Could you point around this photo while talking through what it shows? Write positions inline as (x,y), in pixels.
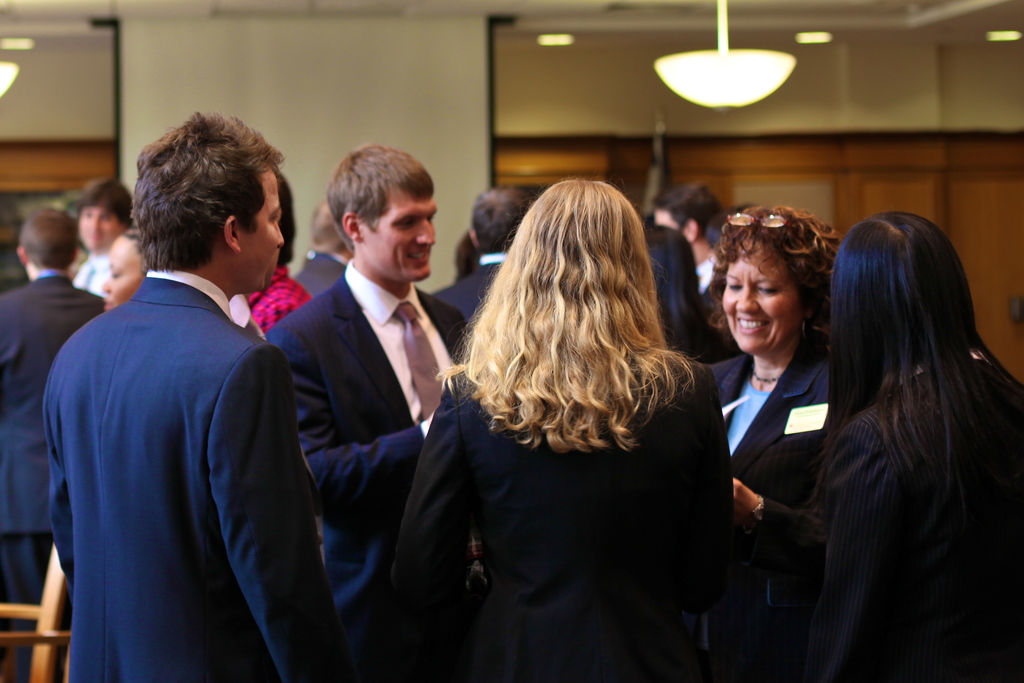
There are people (379,279) in the foreground area of the image (391,332), it seems like doors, people (87,201) and lamps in the background (614,166).
